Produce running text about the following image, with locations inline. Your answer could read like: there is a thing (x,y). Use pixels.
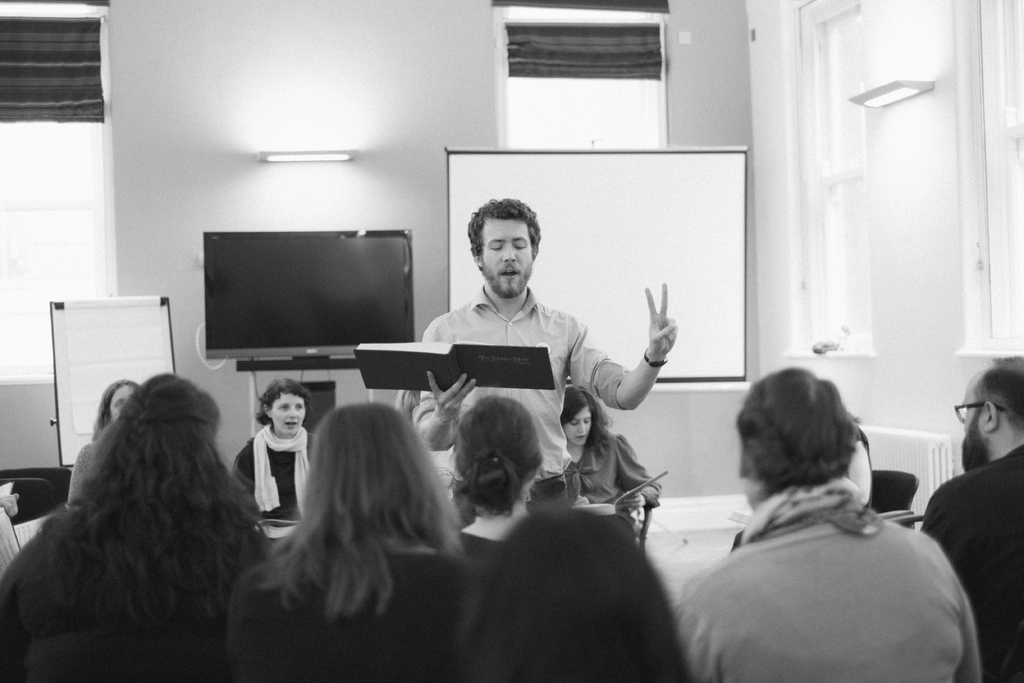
This is a black and white image. The picture is taken inside a room (671,413). In the foreground of the picture (928,538) there are people (634,644) sitting. In the center of the picture (529,363) there is a man (506,327) standing, holding a book (425,363). In the background (279,408) there are people (616,469) sitting in chairs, behind them there are television (297,297), screen (578,304) and board (55,305). At the top (450,78) there are windows (502,52), window blinds (559,54), wall (295,113) and a light (319,157). On the right (993,310) there are windows (807,203).
